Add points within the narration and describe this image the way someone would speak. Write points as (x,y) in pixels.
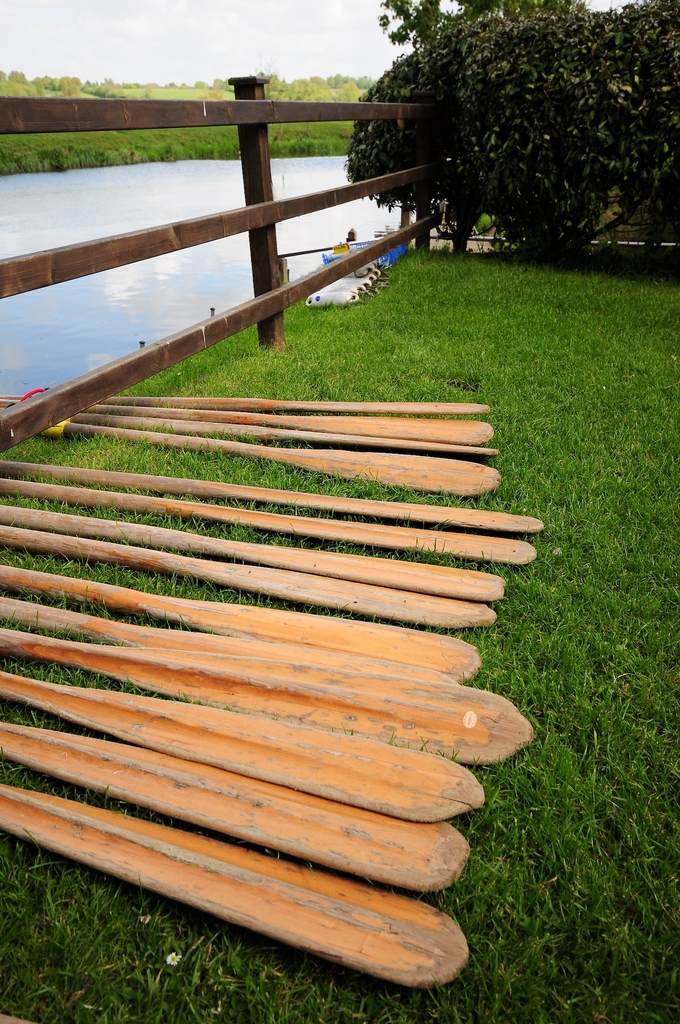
At the bottom (346,906) we can see paddles (351,917) on the grass (486,969) on the ground (218,1021) and we can see fence (230,232) at the water (156,204). In the background (132,91) there are trees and grass (436,292) on the ground (137,94) and we can see the sky (275,38). On the right side (458,105) there is a plant (360,178) and objects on the grass (346,351) on the ground (92,941).
